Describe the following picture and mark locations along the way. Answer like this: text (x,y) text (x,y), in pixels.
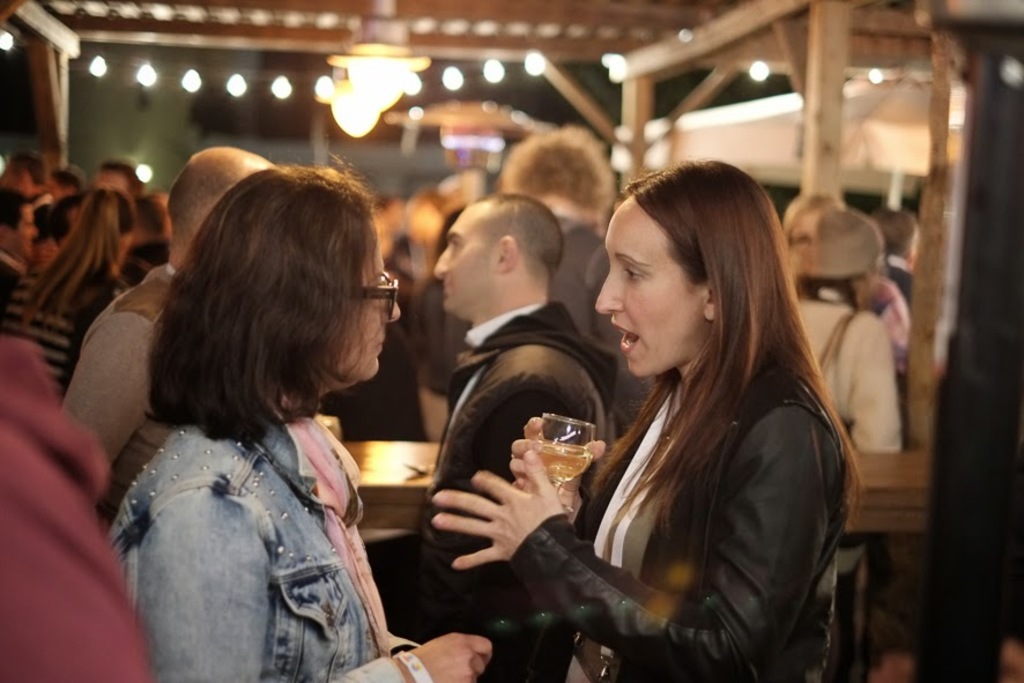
In this image I can see the group of people (611,432) and one person (768,319) is holding the glass (578,446). I can see few lights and the blurred background (204,9).
